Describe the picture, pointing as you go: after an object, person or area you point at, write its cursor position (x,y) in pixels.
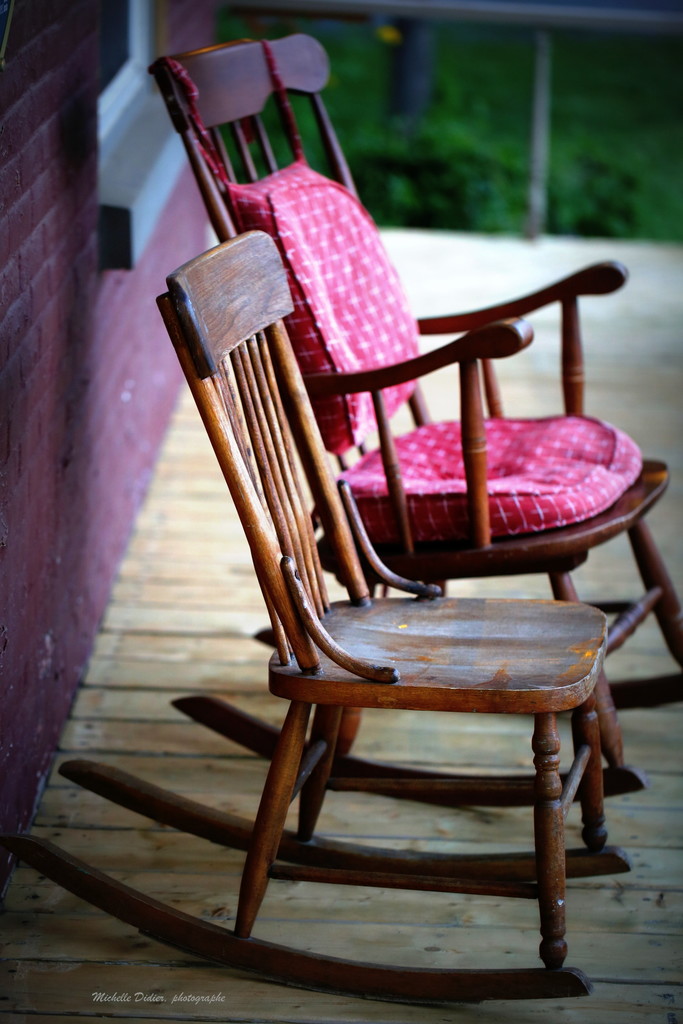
In this image we can see chairs (318,435) placed on the floor (496,823). In the background (451,214) we can see grass (562,132) and wall (73,584).
